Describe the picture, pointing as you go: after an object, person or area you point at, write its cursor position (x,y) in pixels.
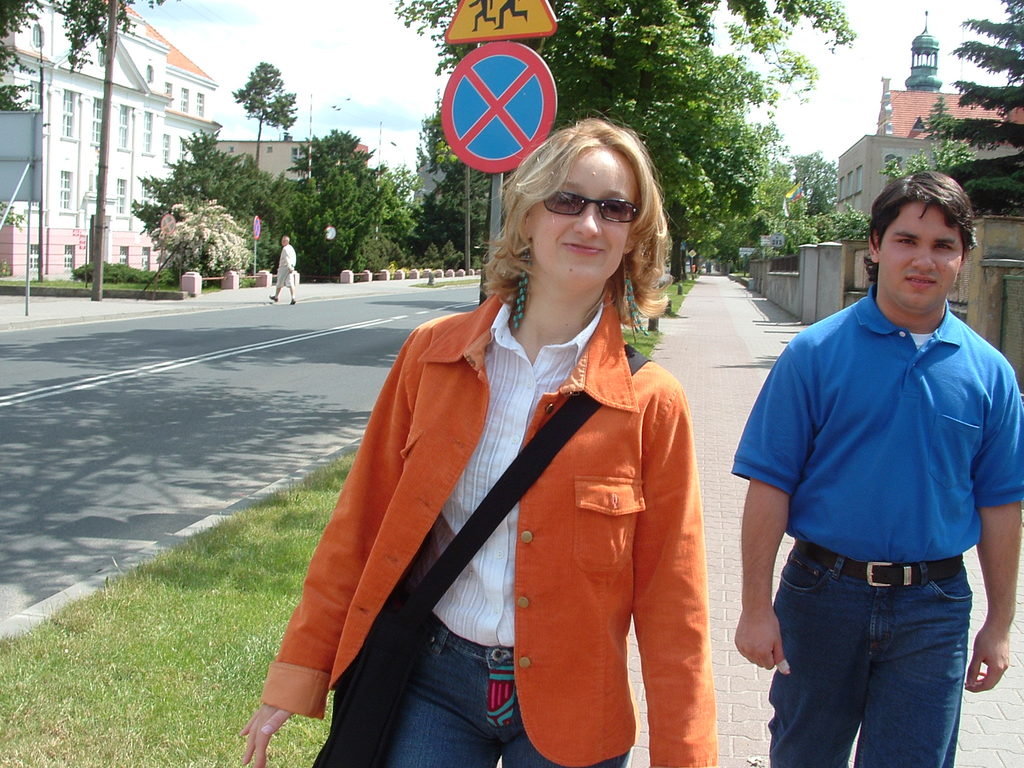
In this image I can see few buildings (138,105), windows (127,118), trees (976,43), poles (41,164), signboards (522,6), few people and the sky (250,14).
